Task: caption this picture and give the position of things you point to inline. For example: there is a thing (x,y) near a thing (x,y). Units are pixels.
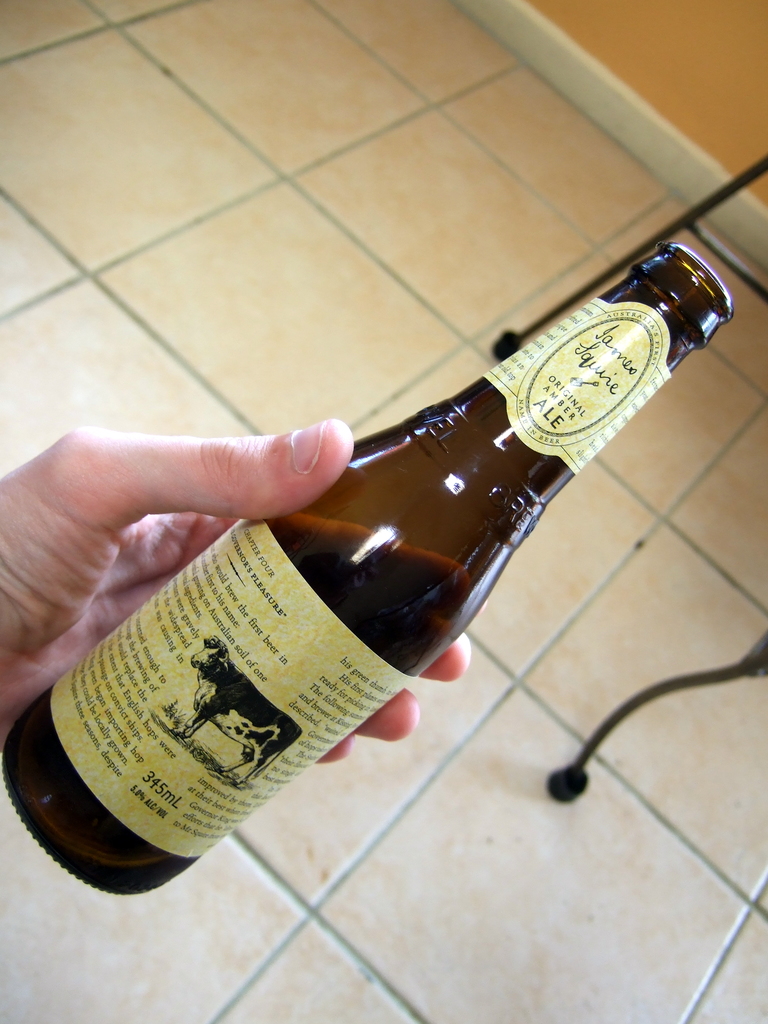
In this picture we can see a person's hand (265,497) holding a bottle (310,641). This is a floor (702,753) and a wall (700,87).
